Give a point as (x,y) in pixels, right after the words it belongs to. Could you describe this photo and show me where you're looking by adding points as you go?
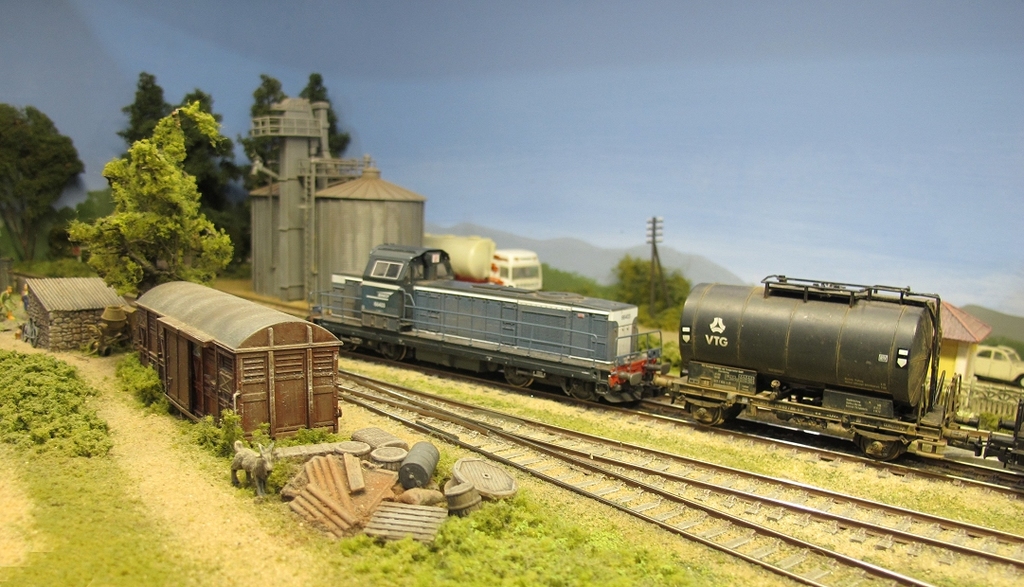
There is a train (511,364), railway track (471,431), grass (58,459), trees (223,231) and a pole (652,264) is as we can see at the bottom of this image (494,437) and the sky (595,173) is present in the background (601,126).
